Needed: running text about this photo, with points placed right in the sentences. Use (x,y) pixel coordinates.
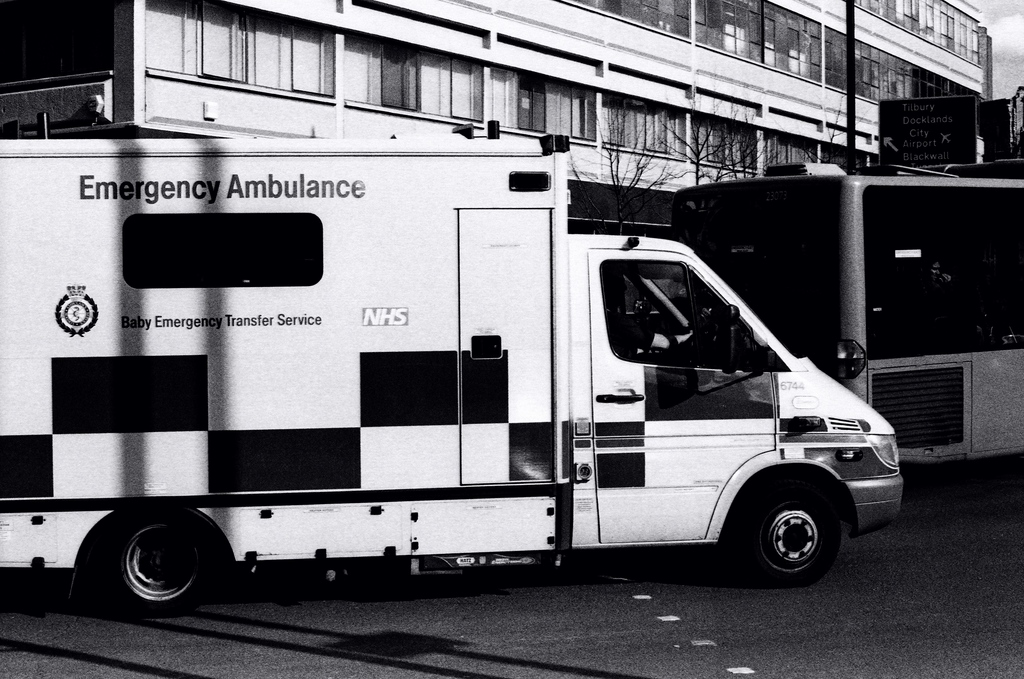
This is a black and white picture, there is an ambulance (352,429) on the road (829,648) and behind it there is a building (558,96) with tree (616,112) and bus (1005,288) in front of it.
